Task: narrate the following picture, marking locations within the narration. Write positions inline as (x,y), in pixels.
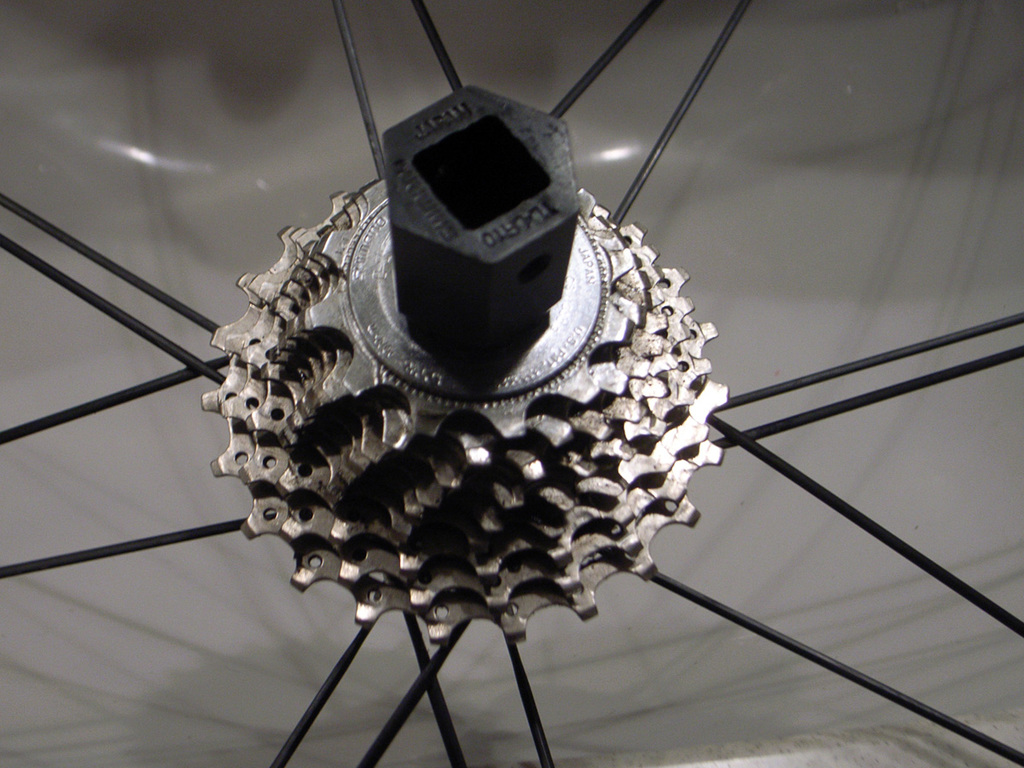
In this image we can see gears (480,437) and some spokes (901,550).
